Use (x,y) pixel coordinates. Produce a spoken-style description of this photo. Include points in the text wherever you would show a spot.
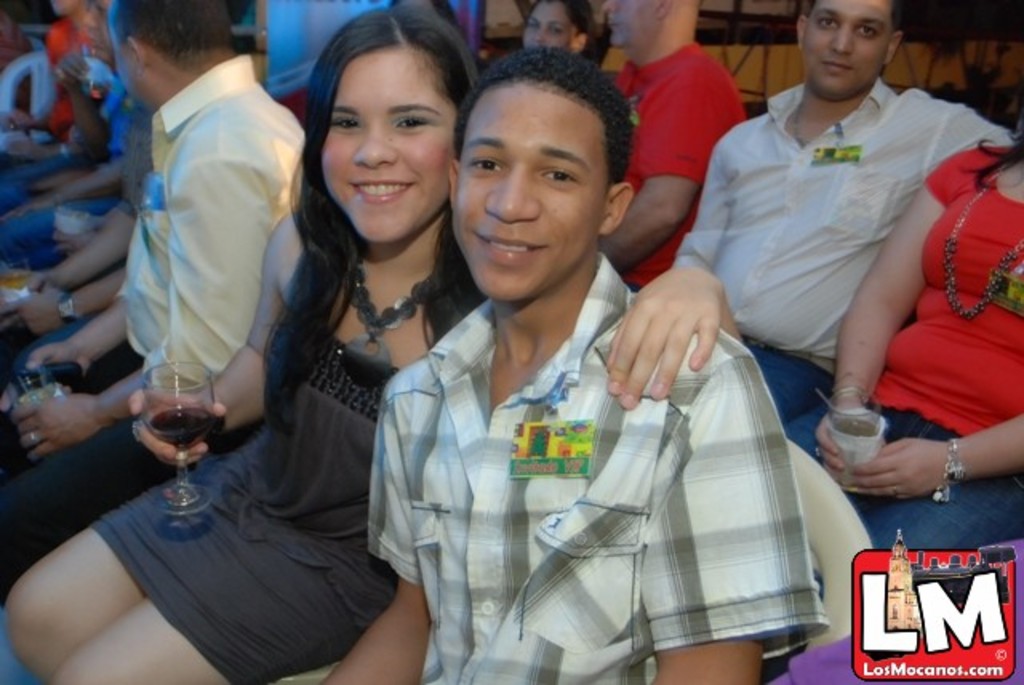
In this picture, we can see a few people (374,302) sitting, and a few (296,312) are holding some objects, we can see chairs (828,502), and some metallic object (758,41) in the background (712,38), we can see a watermark (989,579) on the bottom right side of the picture (916,567).
